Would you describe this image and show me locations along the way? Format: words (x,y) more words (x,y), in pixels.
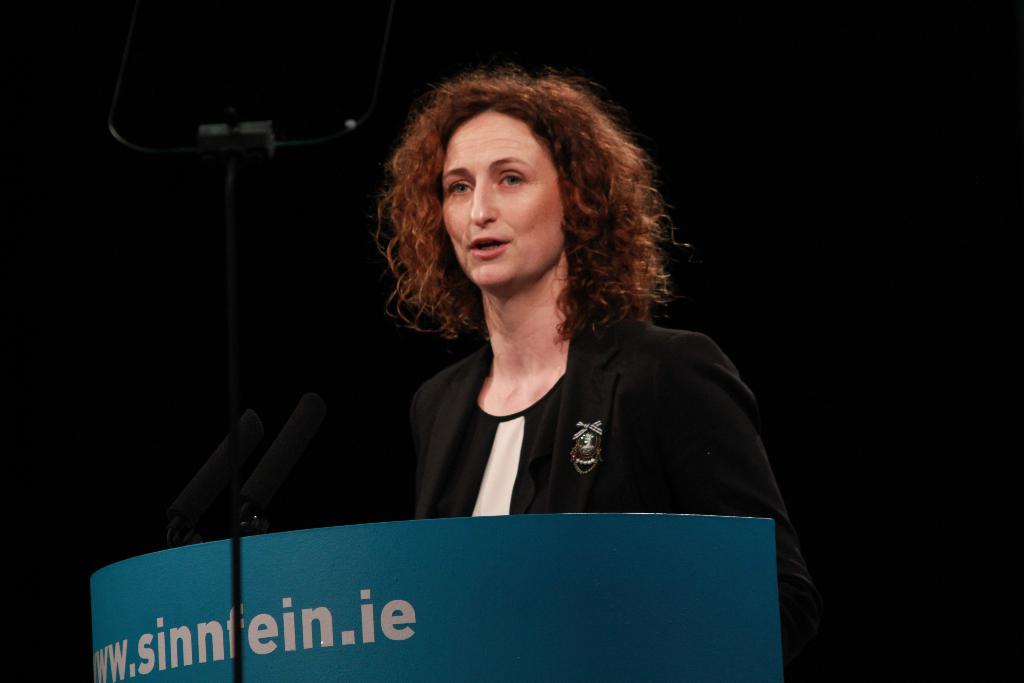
Background (70,117) portion of the picture is completely dark. In this picture we can see a woman (716,369) and it seems like she is talking. We can see a board (244,633) and there is something written on it. We can see the microphones (214,468) and an object (238,469).
